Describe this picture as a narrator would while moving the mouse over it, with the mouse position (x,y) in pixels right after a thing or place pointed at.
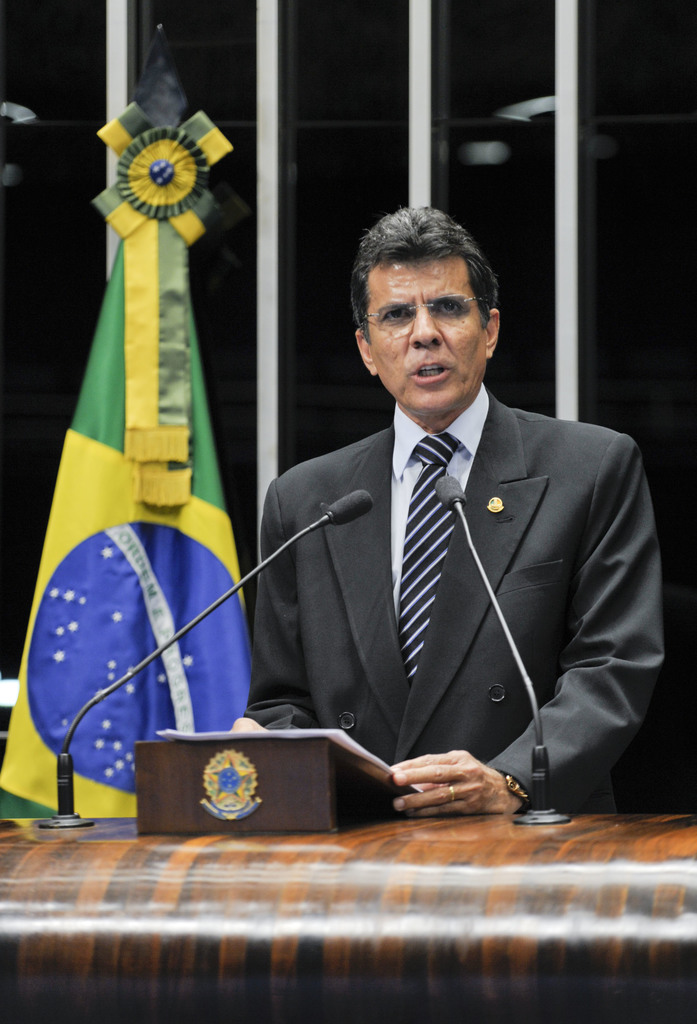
In this image I can see the person (496,589) standing in-front of the podium (346,830). On the podium (304,833) I can see the paper (277,736) and the mics (478,562). The person (444,566) is wearing the blazer (448,608), white shirt (452,475) and the tie (415,499). In the background (202,281) I can see the flag (120,402) and black and white surface (287,258).
